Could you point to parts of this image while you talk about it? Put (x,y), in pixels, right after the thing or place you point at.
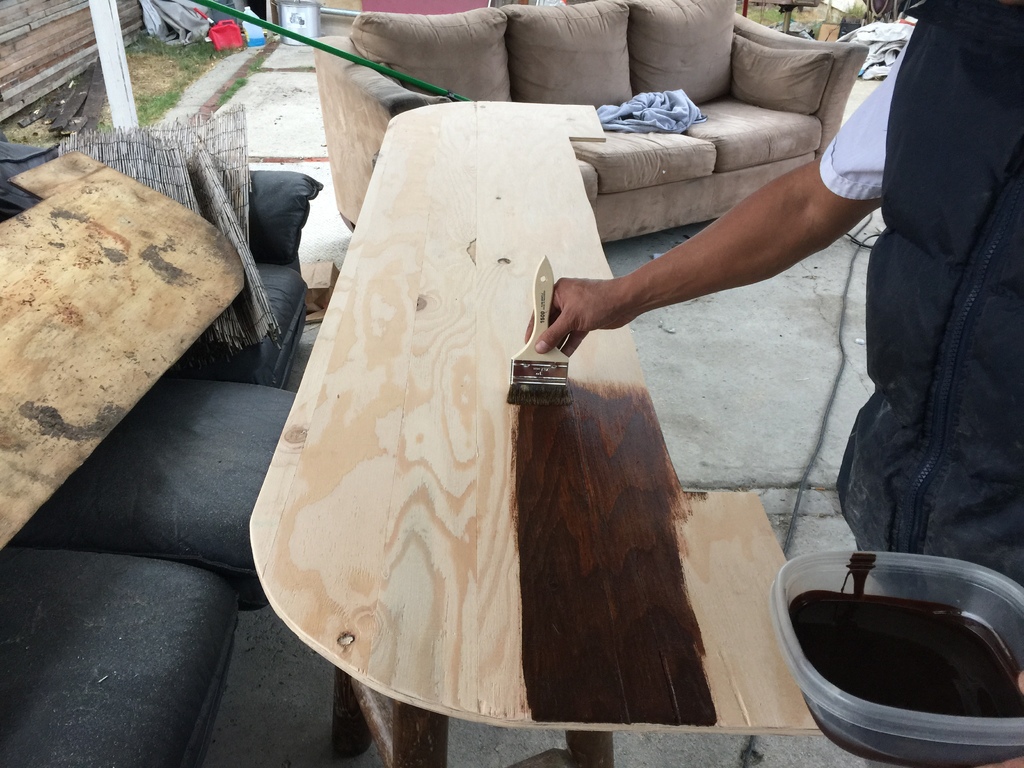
In this picture we can see a man (607,303) is painting a wooden board (488,455) with the help of brush (520,372) and he is holding a bowl (937,755) in his hand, in the background (209,23) we can see a sofa (592,82) and couple of cans (260,42).
